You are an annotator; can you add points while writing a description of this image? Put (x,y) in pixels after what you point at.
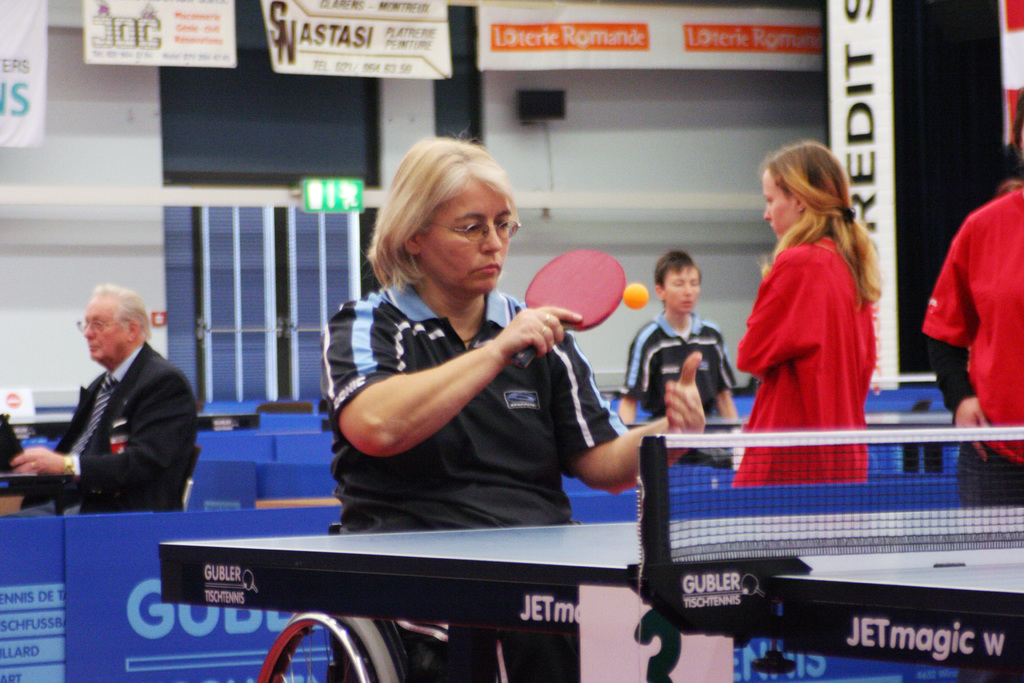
In this image in the center (465,402) there is one woman (426,635) who is sitting on a wheelchair (377,627) and she is playing table tennis. Beside her there are three persons (686,313) who are standing on the right side (821,292) and on the left side (110,435) there is one man (106,450) who is sitting on a chair (184,470) and in the bottom (370,638) there are some boards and on the right side of the bottom corner there is one table (957,593), and on the background (625,157) there is a wall (640,144) and on the top (103,57) there are some posters (505,21) and on the left side (238,293) there is one window (327,288).
